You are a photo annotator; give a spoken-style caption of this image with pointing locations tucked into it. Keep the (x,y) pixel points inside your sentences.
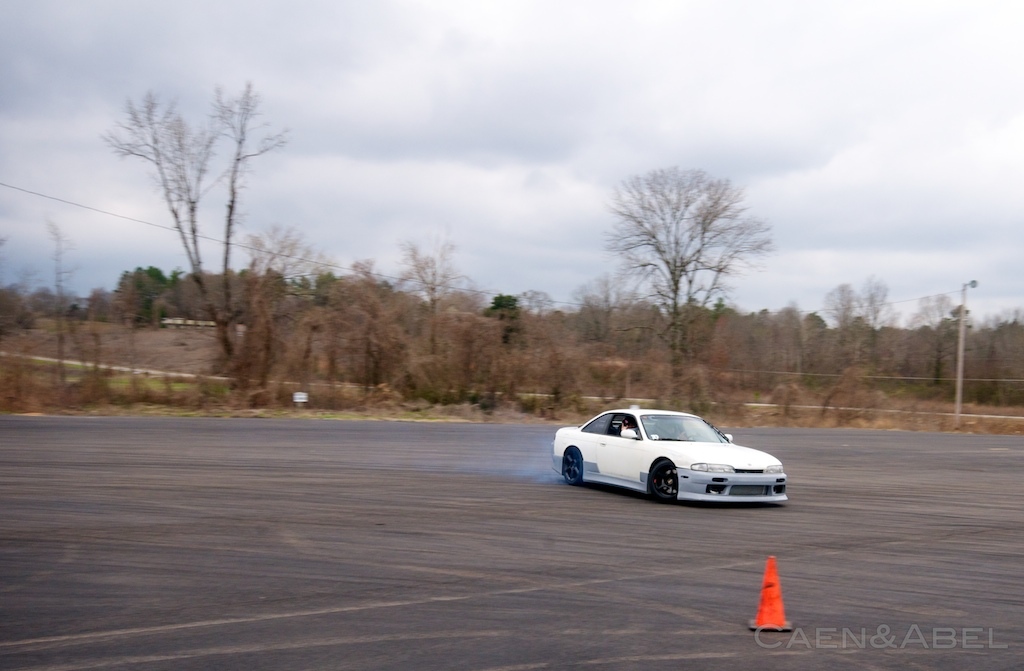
There is a car (748,466) on the road (630,542). Here we can see a traffic cone (769,592) and a pole (968,293). In the background (787,289) there are trees (409,265) and sky (580,191) with clouds (790,193).
